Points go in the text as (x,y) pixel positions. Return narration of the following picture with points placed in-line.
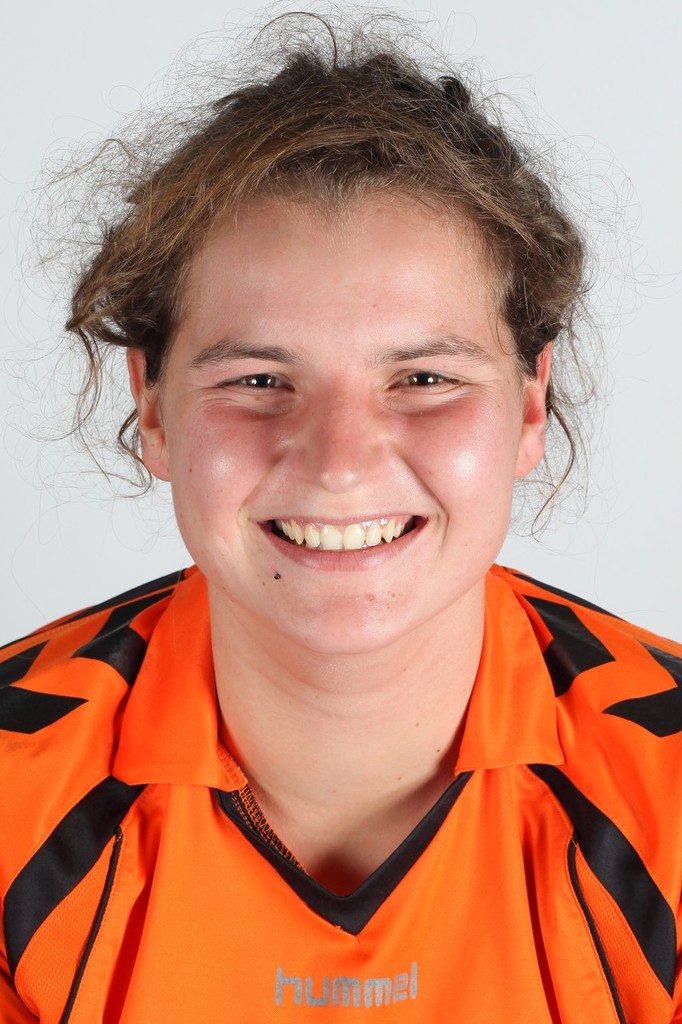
In this image there is a woman (367,679), in the background (97,500) it is white.
